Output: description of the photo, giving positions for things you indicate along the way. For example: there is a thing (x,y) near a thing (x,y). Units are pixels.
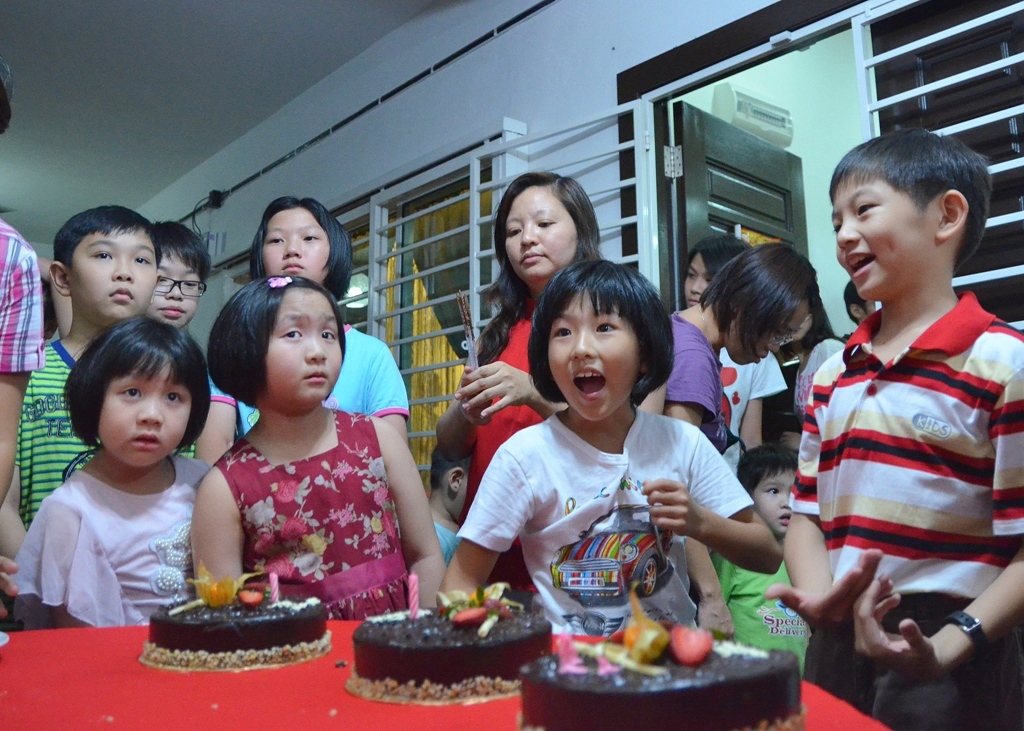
In this image in front (362,725) there is a table (353,713). On top of the table (71,679) there are cakes (617,639). Behind the table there are people (546,261). On the right side of the image (758,158) there is a door (779,195). There are curtains (452,380). There is a window (463,256).
